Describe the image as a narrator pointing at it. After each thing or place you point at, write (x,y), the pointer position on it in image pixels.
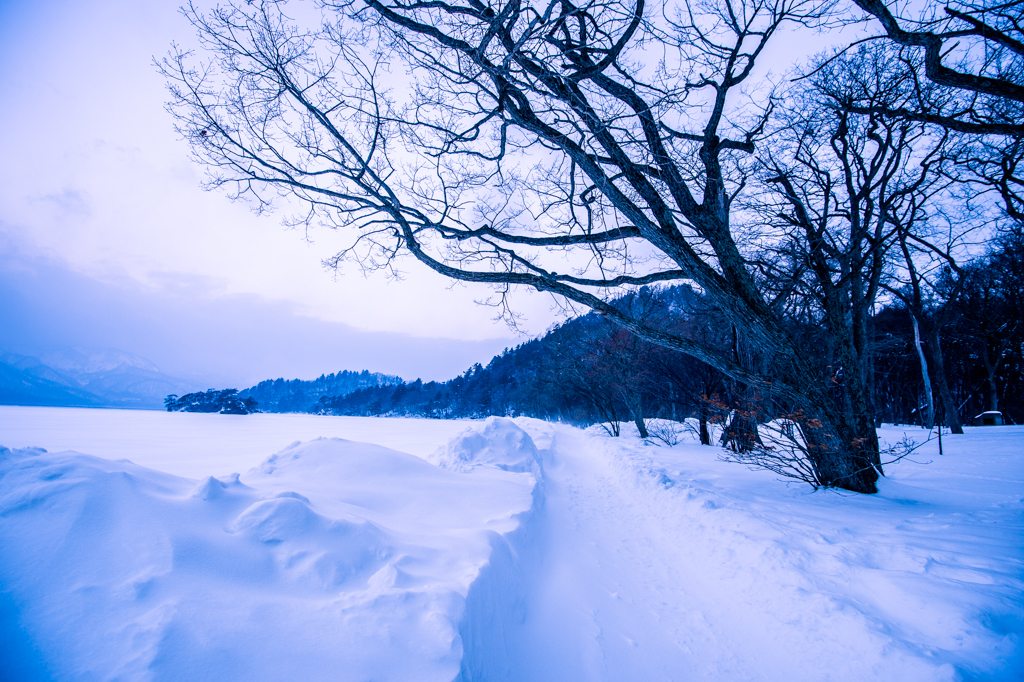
In this image in the foreground (592,530) there is snow (690,526) on the ground (782,485). In the background (690,387) there are trees (530,373), hills (301,384). The sky (323,307) is cloudy.
